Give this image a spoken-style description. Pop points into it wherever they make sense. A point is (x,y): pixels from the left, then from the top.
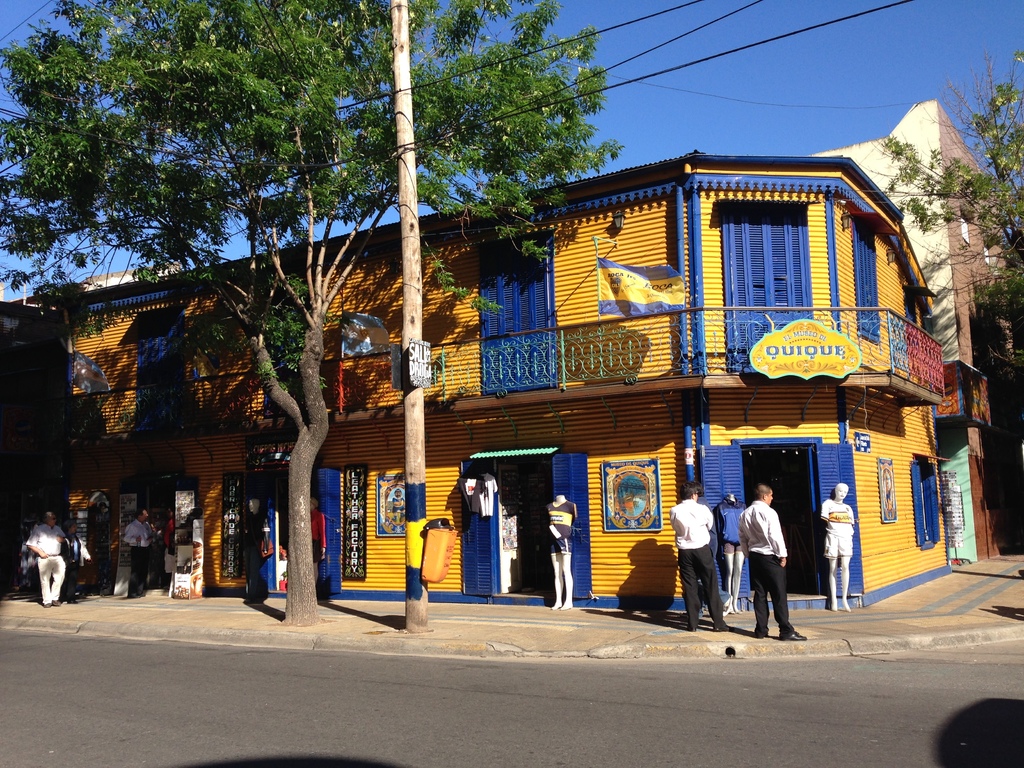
There are persons (138,542) on the footpath (664,612), on which, there is a tree (367,178) and a pole (405,258). Beside the footpath (560,651), there is a road (967,662), and a building (831,251). On the right side (1016,306), there is a tree (1013,359). In the background (1023,78), there is a blue sky (615,132).
